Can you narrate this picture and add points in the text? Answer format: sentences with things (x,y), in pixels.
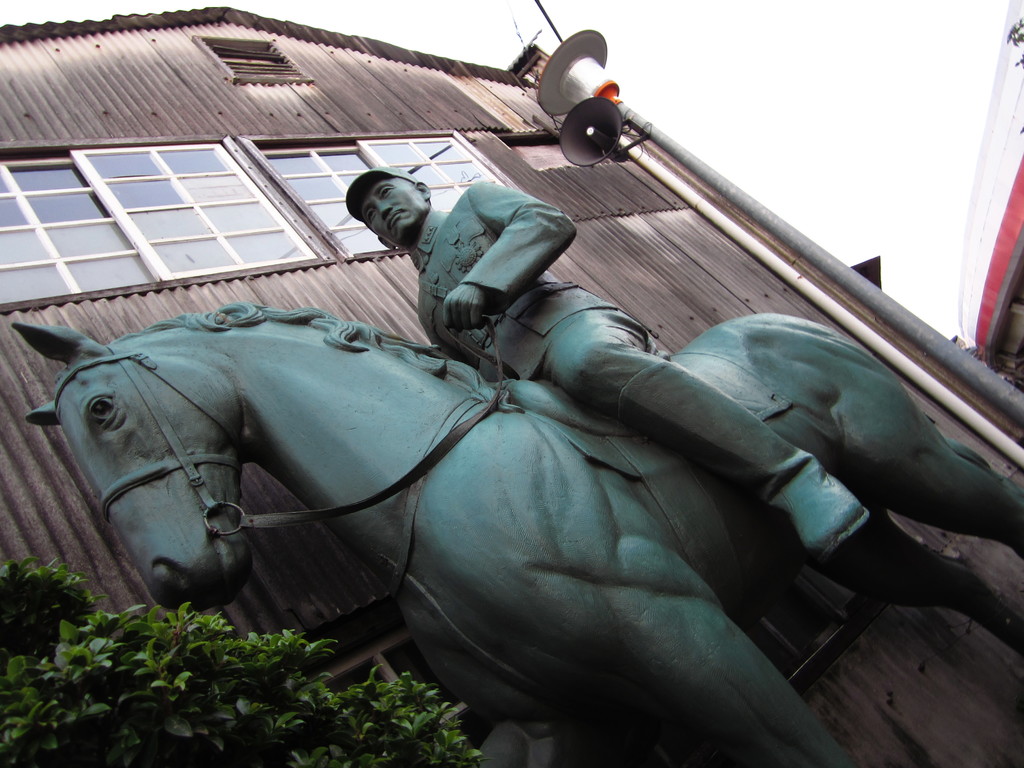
In front of the image there is a statue (524,344) of a person (524,344) sitting on the horse (657,537). In front of the horse (788,344) there are plants (422,706). Behind the horse (773,342) there are speakers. There are houses (108,73). At the top of the image (857,101) there is sky (877,122).
